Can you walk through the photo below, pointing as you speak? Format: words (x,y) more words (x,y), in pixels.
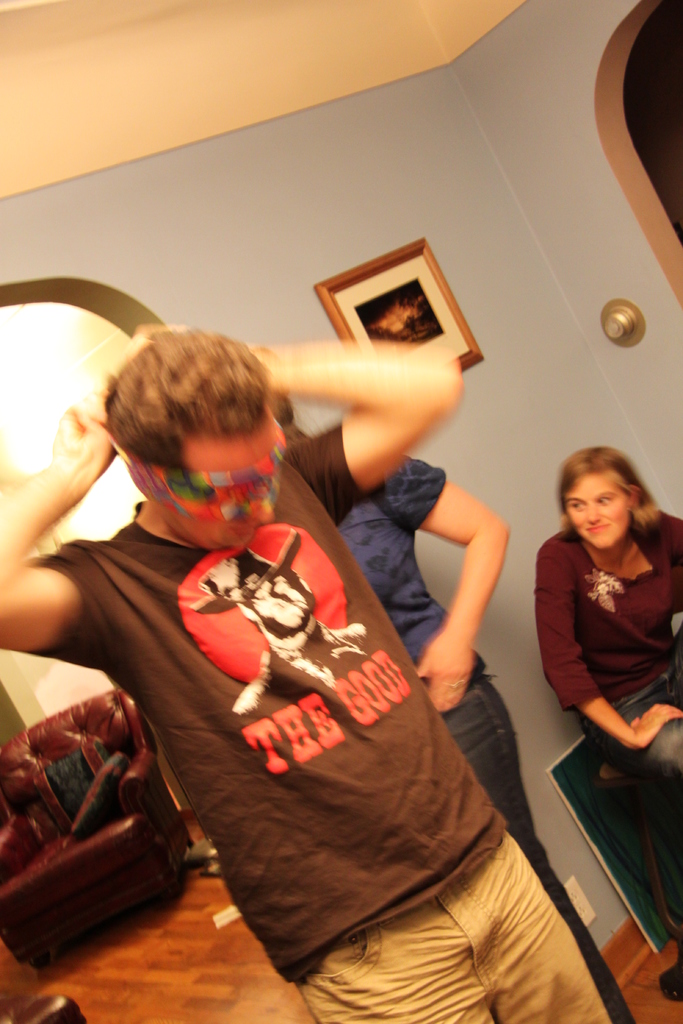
In this image there are two people (402,757), standing on a floor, in the background (508,116) there is a wall (531,241), for that wall (544,309) there is a photo frame (393,297), near the wall (553,696) there is a woman (641,696) sitting on a chair (644,823) and there is a sofa (59,804).
